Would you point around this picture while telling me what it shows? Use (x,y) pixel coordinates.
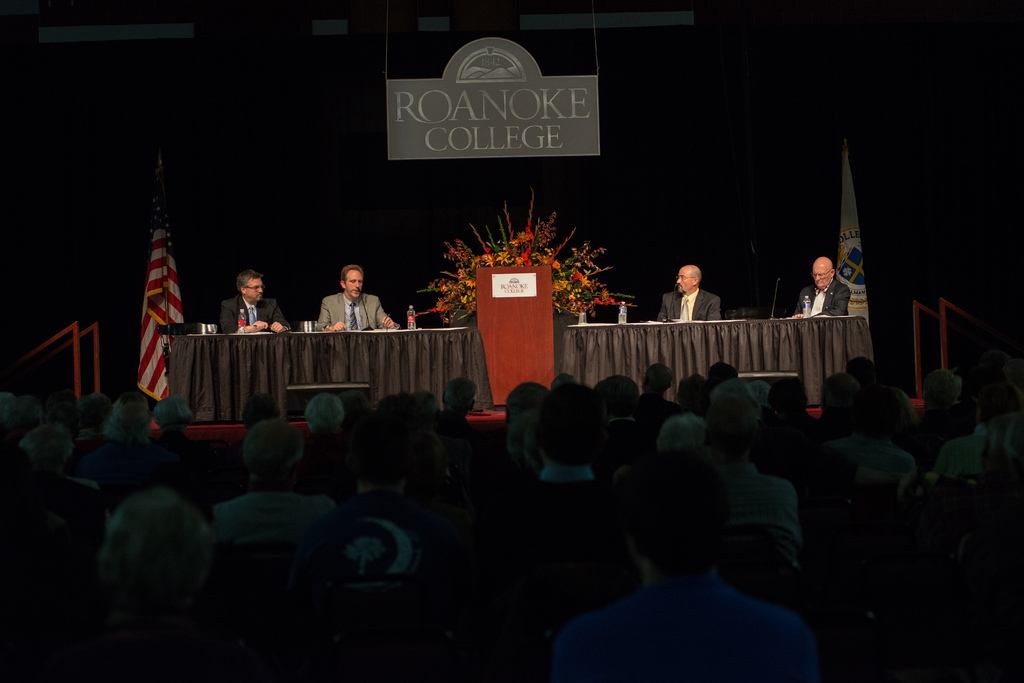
In this picture we can see a group of people (134,566) sitting on chairs (909,563) and in front of them on stage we can see a table (422,355), bottles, mics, flags (850,224), name boards (595,119), rods (924,309), flowers (503,243) and four men (823,303) wore blazers (704,308), ties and in the background (776,268) it is dark.
